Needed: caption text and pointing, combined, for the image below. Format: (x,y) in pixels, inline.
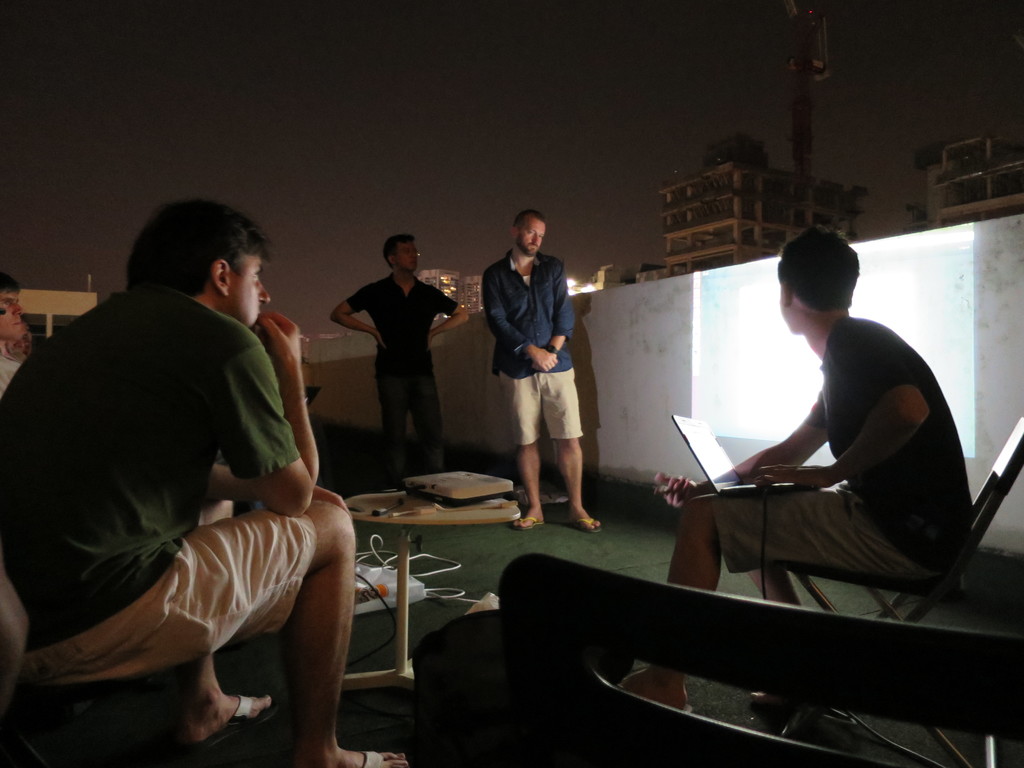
The picture is taken on terrace (622,487) there are group of people (301,430) sitting, some of them are standing on the wall (760,386) something is being projected, there is a table (443,519) and on the table (387,498) the machine (468,491) is placed, in the background (701,218) there are few buildings (714,212) and sky (616,185), the atmosphere looks like it is night.
